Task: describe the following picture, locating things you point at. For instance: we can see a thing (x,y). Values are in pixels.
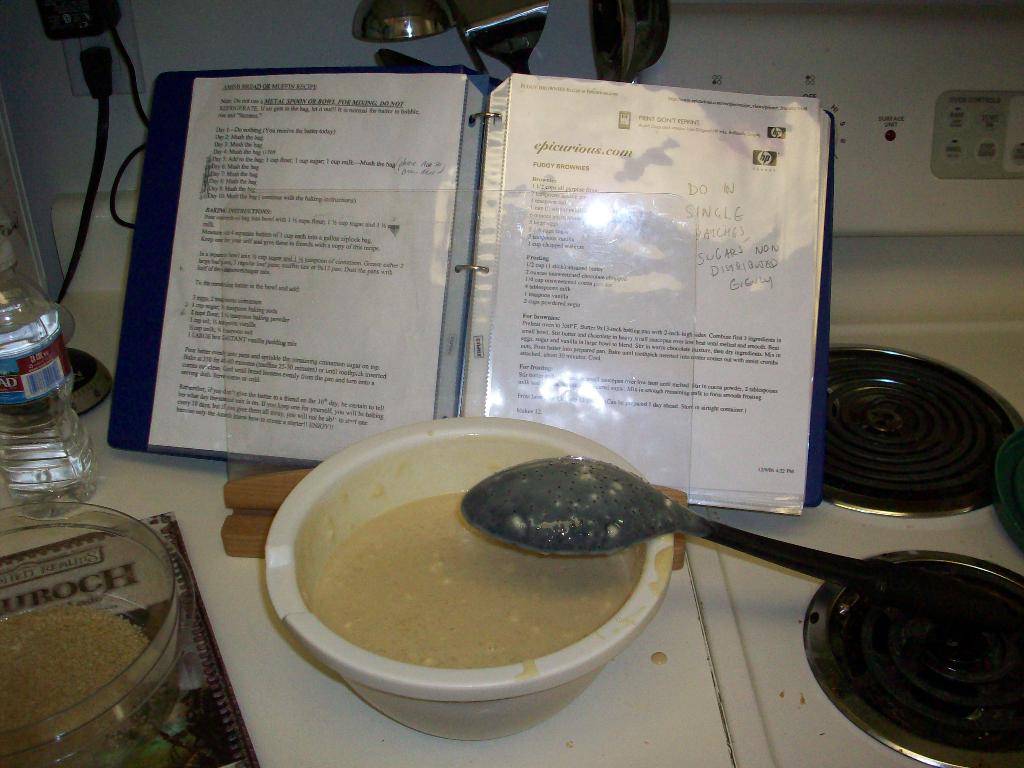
In this image in the center (617,348) there is a book (422,246) with some text (549,334) written on it. In front of the book (450,310) in the front (397,585) there is a bowl (484,611) and there is a spoon (626,521). On the left side of the bowl (313,620) there is a bottle (18,414) and there is a container (115,689). In the background (402,36) there are wires (100,109) and there are spoons (649,25).
